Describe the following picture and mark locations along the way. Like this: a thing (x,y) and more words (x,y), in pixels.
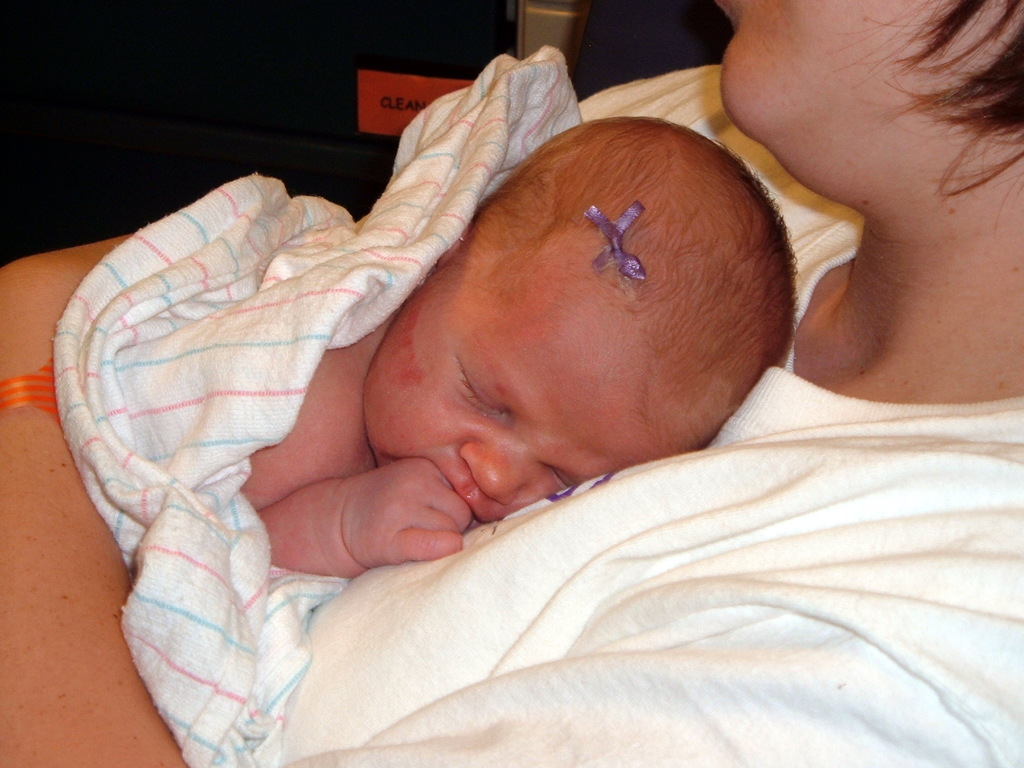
In this image there is a person (940,317) truncated towards the right of the image (978,103), there is a baby (700,310) sleeping, at the background of the image (354,69) there is an object (369,55) truncated.
